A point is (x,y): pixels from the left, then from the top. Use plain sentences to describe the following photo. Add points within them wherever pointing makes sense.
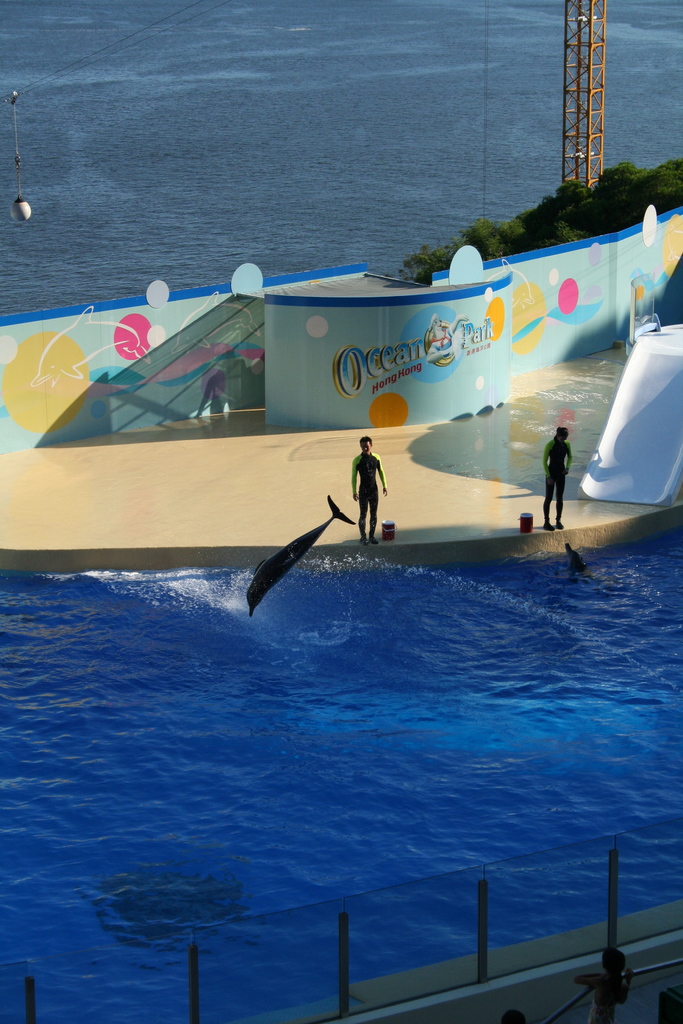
This is a swimming pool (351,752). A dolphin (295,544) is jumping in the water (319,580). Two persons (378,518) are standing on the side of the pool (330,645). In the background (302,360) there is a banner (392,331), trees (520,225), water (514,95), stand (565,101) and a rope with a light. In the front (519,976) there is a wall (562,951) with pillars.
